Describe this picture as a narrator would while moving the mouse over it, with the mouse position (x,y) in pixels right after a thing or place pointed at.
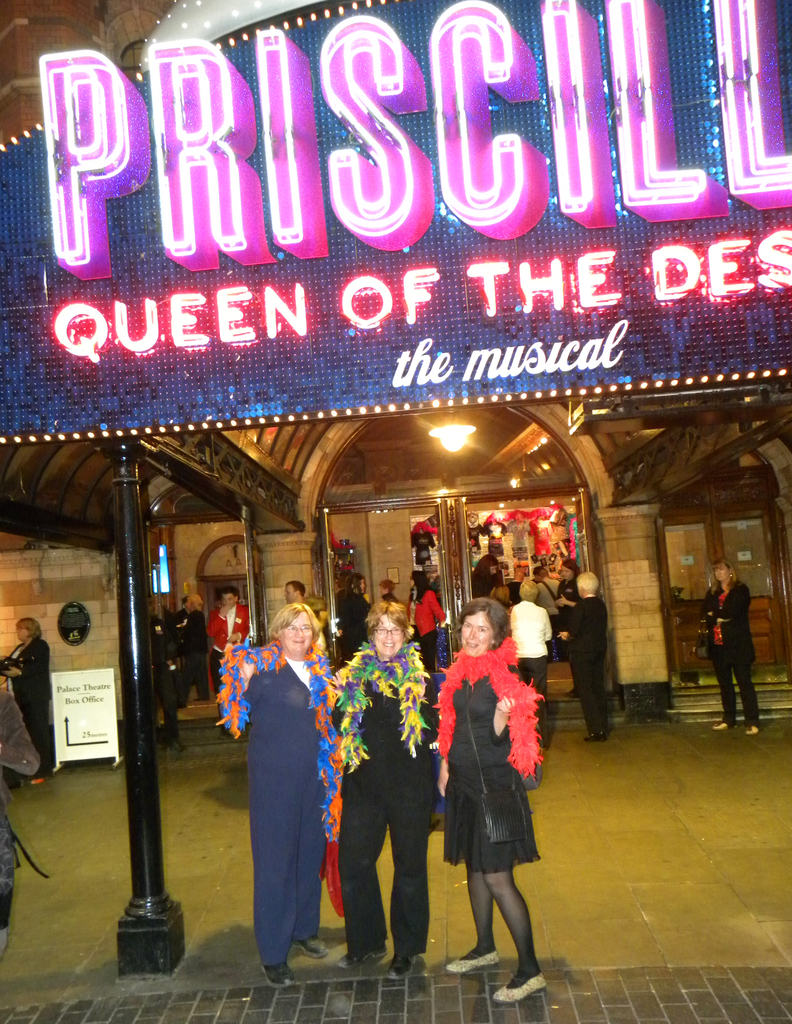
In this image, there are a few people (343,722). We can see some poles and boards (189,358) with text (650,42). We can see the arch (323,472) and some stairs (709,698). We can also see some glass doors (753,607) and some clothes (537,534). We can also see the wall (106,652) with a few objects (87,618). We can see the ground (29,888).
